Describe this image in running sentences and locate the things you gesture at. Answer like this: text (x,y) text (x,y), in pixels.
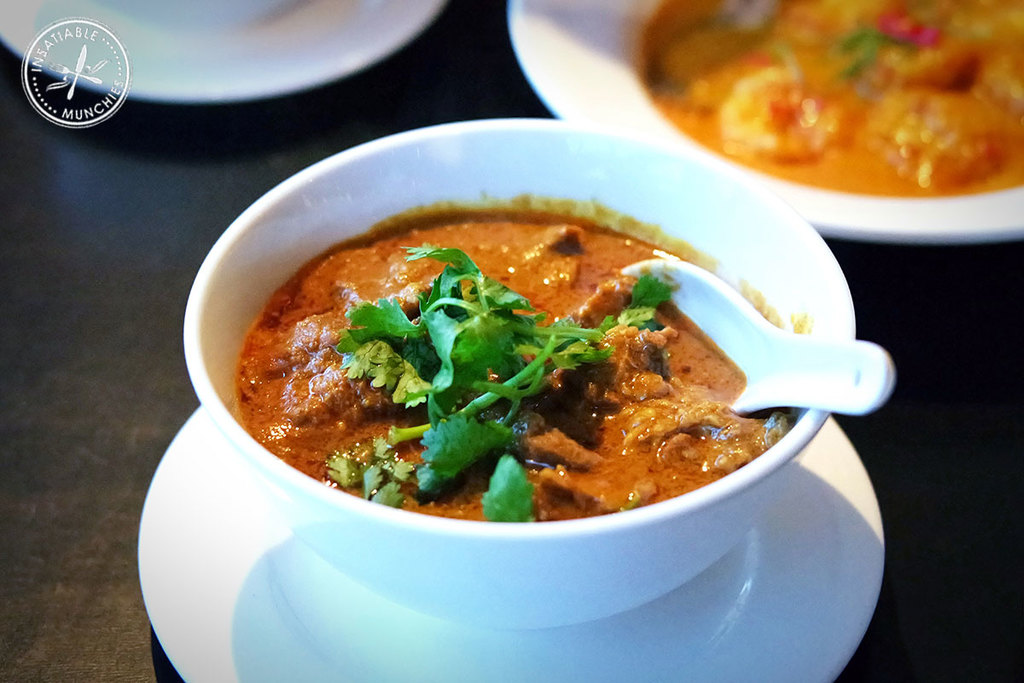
In this image there are bowls (602,577), there is food (418,349) in the bowl (703,184), there is a spoon (763,333), there are plates (233,539), there is text (78,75).
